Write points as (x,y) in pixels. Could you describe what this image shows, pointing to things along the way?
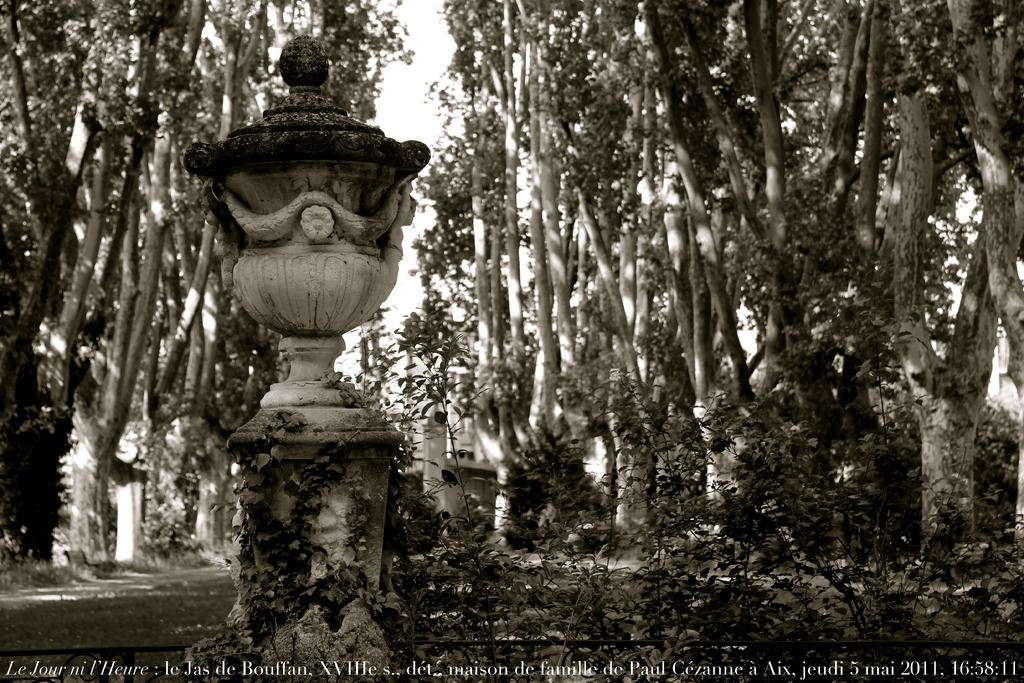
In this image we can see an urn (280,120). In the background (114,545) there are trees (515,106) and sky (424,99).
